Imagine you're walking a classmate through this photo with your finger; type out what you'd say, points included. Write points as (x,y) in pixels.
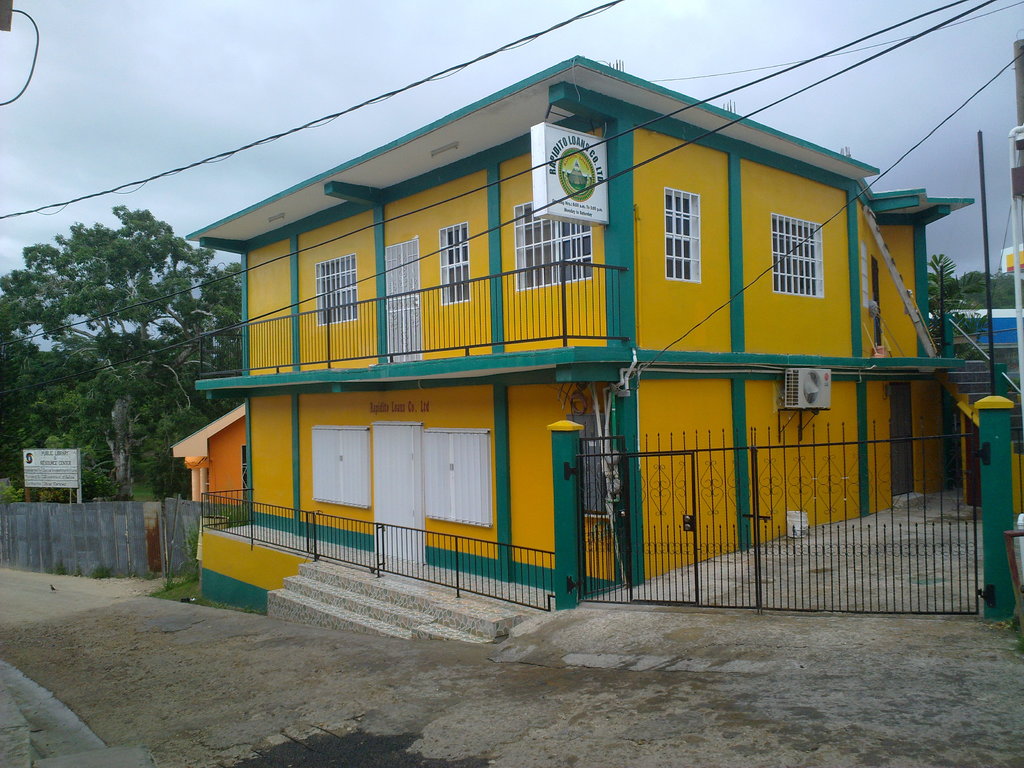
There is a building (592,434) in the middle of this image (348,398), and there are some trees (49,396) on the left side of this image (134,411) and right side of this image (1010,277) as well. There is a fencing (652,471) at the bottom of this image (477,580) and there is a sky (300,107) at the top of this image (504,69).
